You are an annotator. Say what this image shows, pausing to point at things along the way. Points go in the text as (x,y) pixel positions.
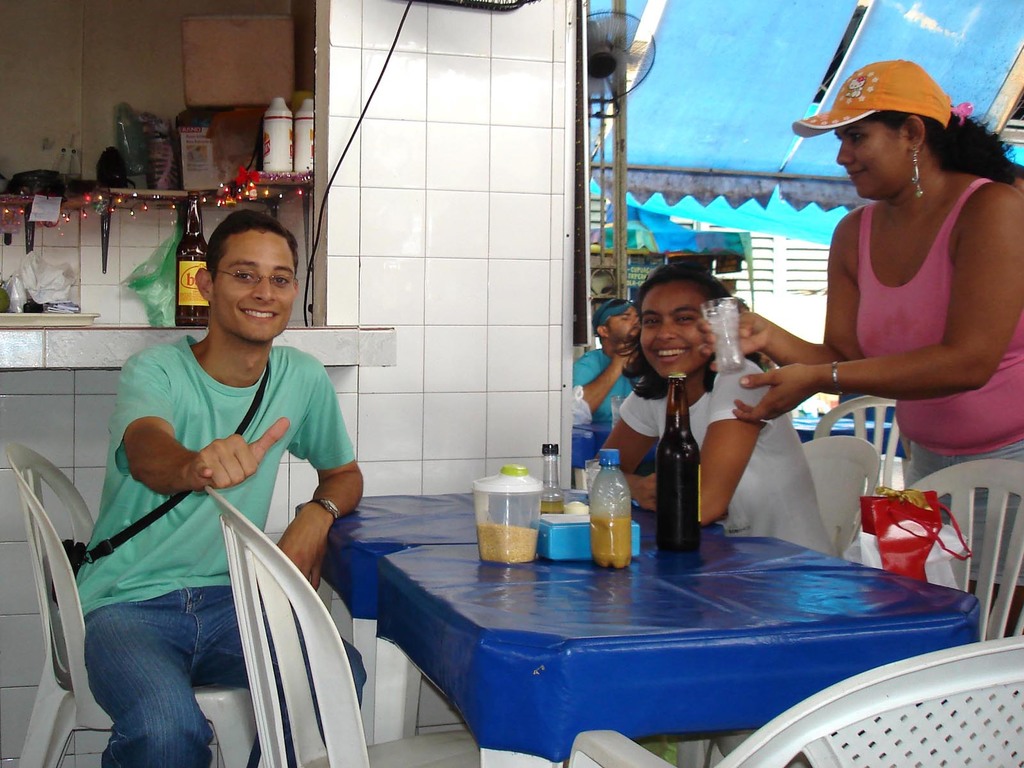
This man (274,390) and this women (746,464) are sitting on a chairs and smiling. On this table (442,550) there are bottles (696,525), box (570,541) and jar (518,490). On this chair (934,483) there is a bag (925,498). This woman (929,397) is standing, smiling, wore cap (885,86) and holding a glass (727,350). On this table (137,329) there are bottles (195,318), box (268,93) and things (133,178). This is tent (791,57) in blue color. Far a person (616,330) is sitting on a chair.
